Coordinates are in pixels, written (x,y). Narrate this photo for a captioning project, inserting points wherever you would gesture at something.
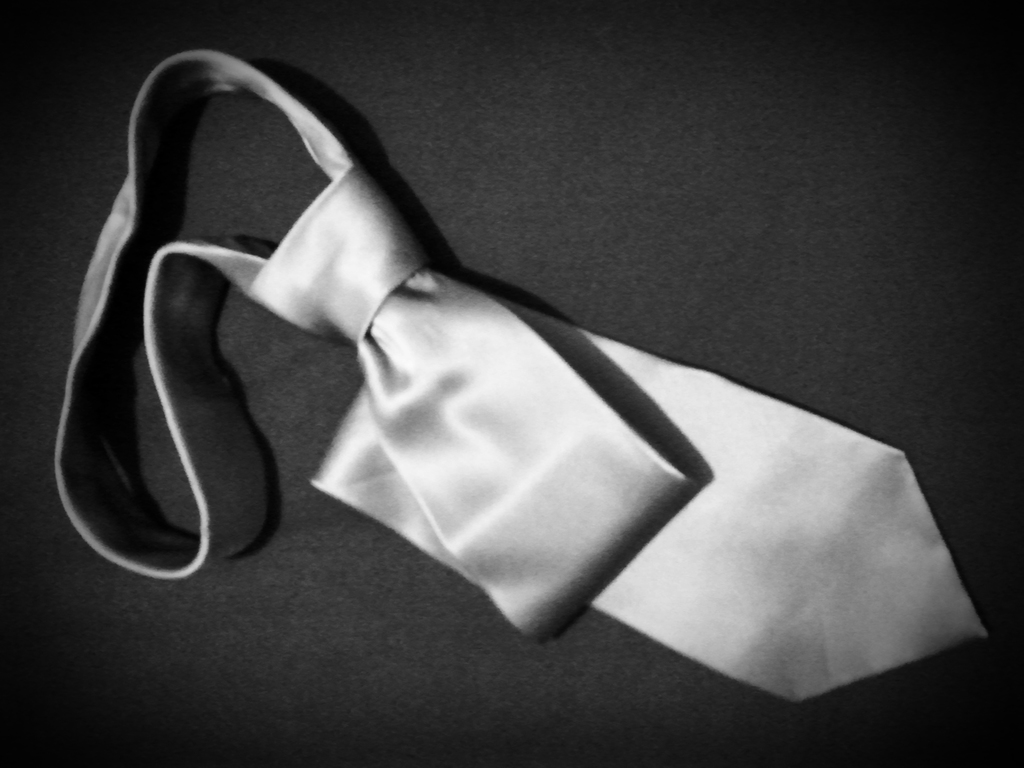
In this picture I can see there is tie (331,253) placed on a black surface (684,303), this is a black and white image.
